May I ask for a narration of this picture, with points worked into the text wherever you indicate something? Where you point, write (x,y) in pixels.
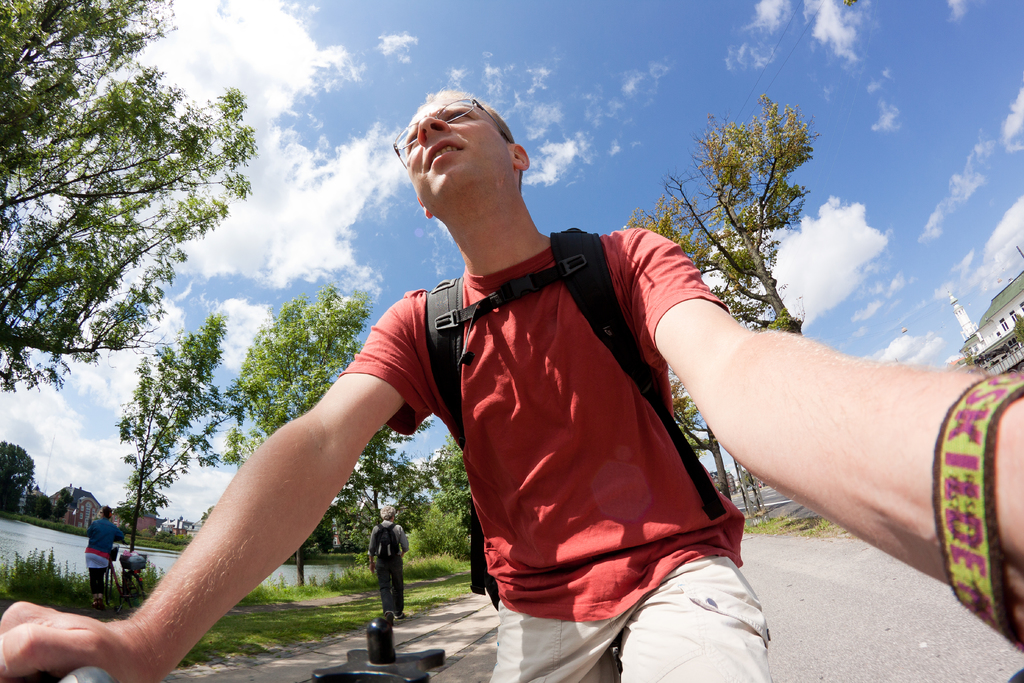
In front of the picture, we see a man (498,472) in the red T-shirt (567,429) who is wearing the spectacles (440,115) is riding the bicycle (400,676). At the bottom (918,639), we see the road (884,657). Behind him, we see a man (383,527) who is wearing a black backpack (375,537) is walking. On the left side (329,531), we see the trees (402,502), grass (283,616) and a woman (105,565) is standing. Beside her, we see a bicycle (129,571) and the water (28,536). This water (60,555) might be in the pond (159,556). On the right side (1005,335), we see a building (991,338) in white color with a green color roof (1009,295). There are trees (722,489) and the buildings (77,504) in the background (78,523). At the top (293,183), we see the sky (315,93) and the clouds (276,229).
